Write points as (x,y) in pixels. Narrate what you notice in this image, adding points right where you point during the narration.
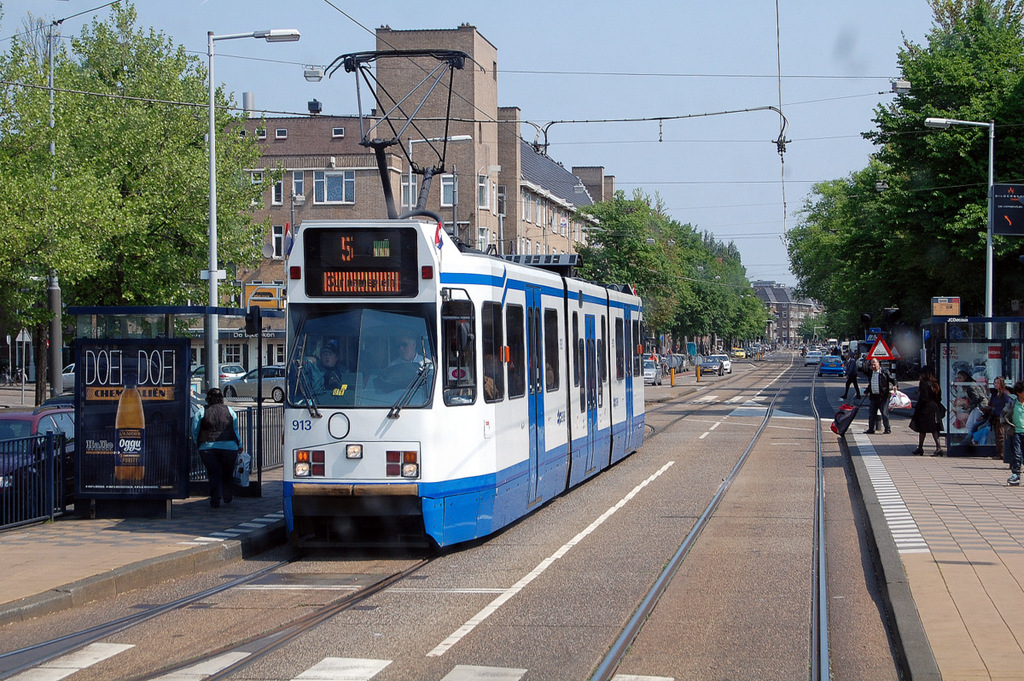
The outdoor picture. The vehicles (624,349) are travelling on road (686,399). This vehicle (509,403) is in white and blue color. The pole (216,331) with light (278,37). Far there are number of trees (825,255) in green color. Sky (652,13) is in blue color. Sign board (871,351). People (1018,402) are standing on a footpath (910,497). Fence (63,465) is in black color. advertisement (143,461) on a black board (173,422). Far there are houses (553,210) with blue roof top (766,297) and with window (340,200).
